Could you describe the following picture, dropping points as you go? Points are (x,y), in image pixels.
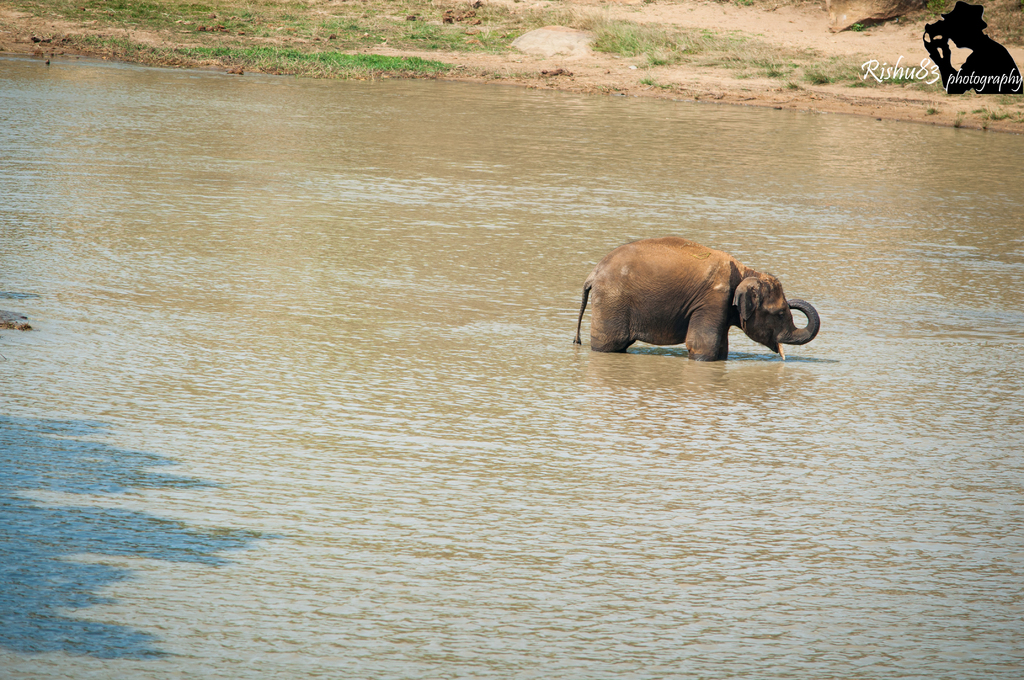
In this picture we can see an elephant (602,341) in the water (611,395) and we can see grass (322,72) and ground (797,13). In the top right side of the image (938,25) we can see an image (983,69) of a person (979,29) and text (877,69).
